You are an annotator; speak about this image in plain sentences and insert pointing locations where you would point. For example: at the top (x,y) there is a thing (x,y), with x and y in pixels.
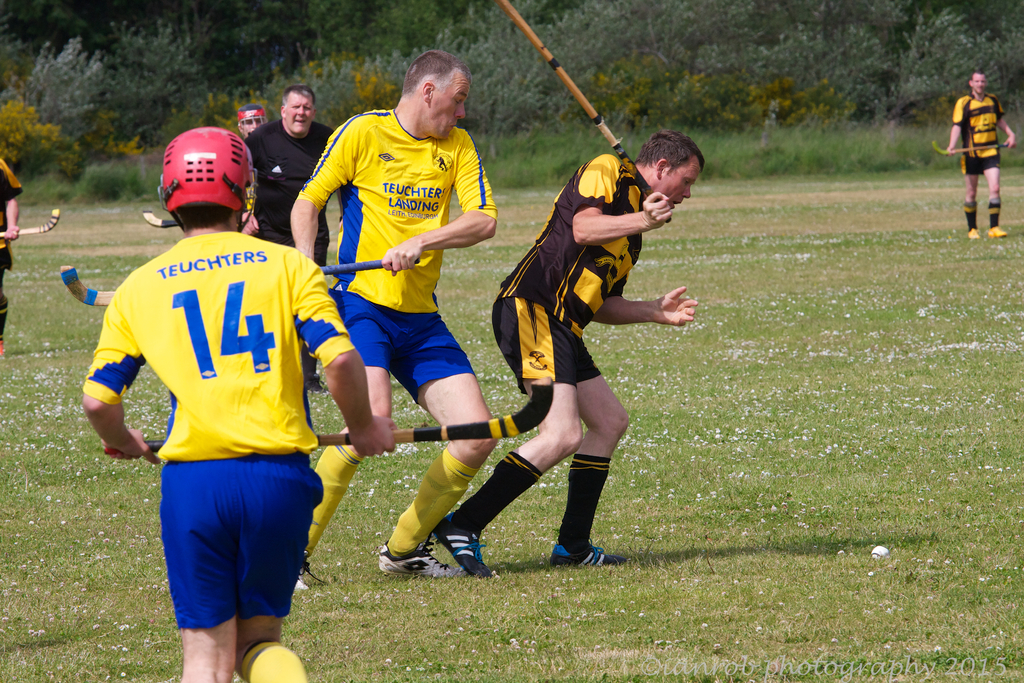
There are people (681,157) playing hockey in the foreground area of the image (683,302) on the grassland (700,238), there are other people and greenery (600,68) in the background area (391,67).
